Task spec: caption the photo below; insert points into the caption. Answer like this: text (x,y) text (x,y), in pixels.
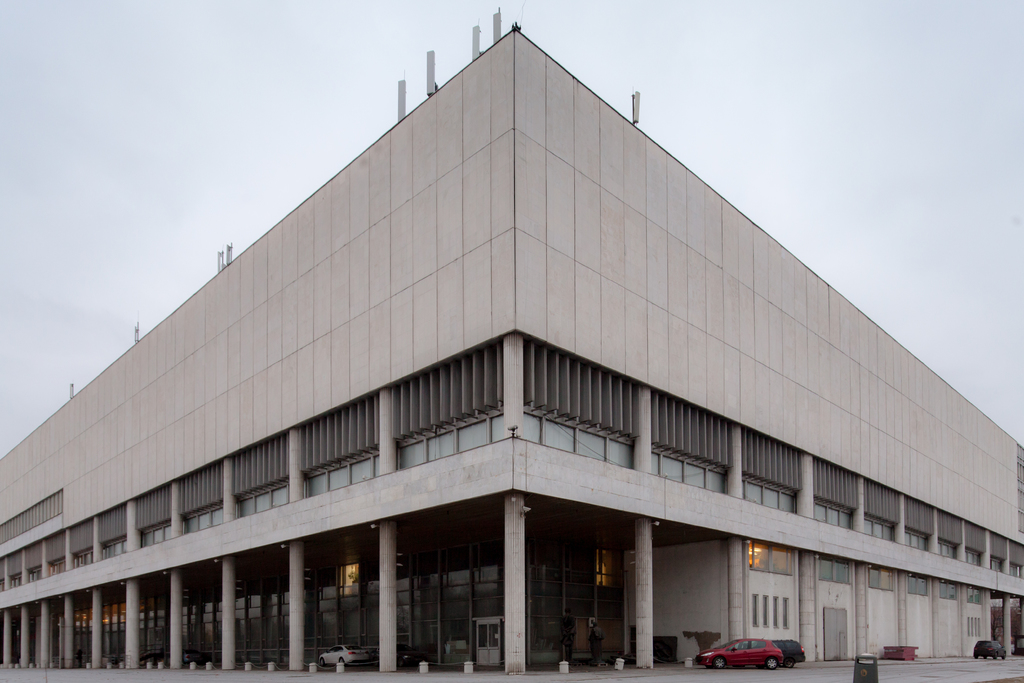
In the picture we can see the building (401,382) with the pillars (861,612) under it and we can see some vehicles (981,642) are parked near it and in the background (669,109) we can see the sky (89,116).
